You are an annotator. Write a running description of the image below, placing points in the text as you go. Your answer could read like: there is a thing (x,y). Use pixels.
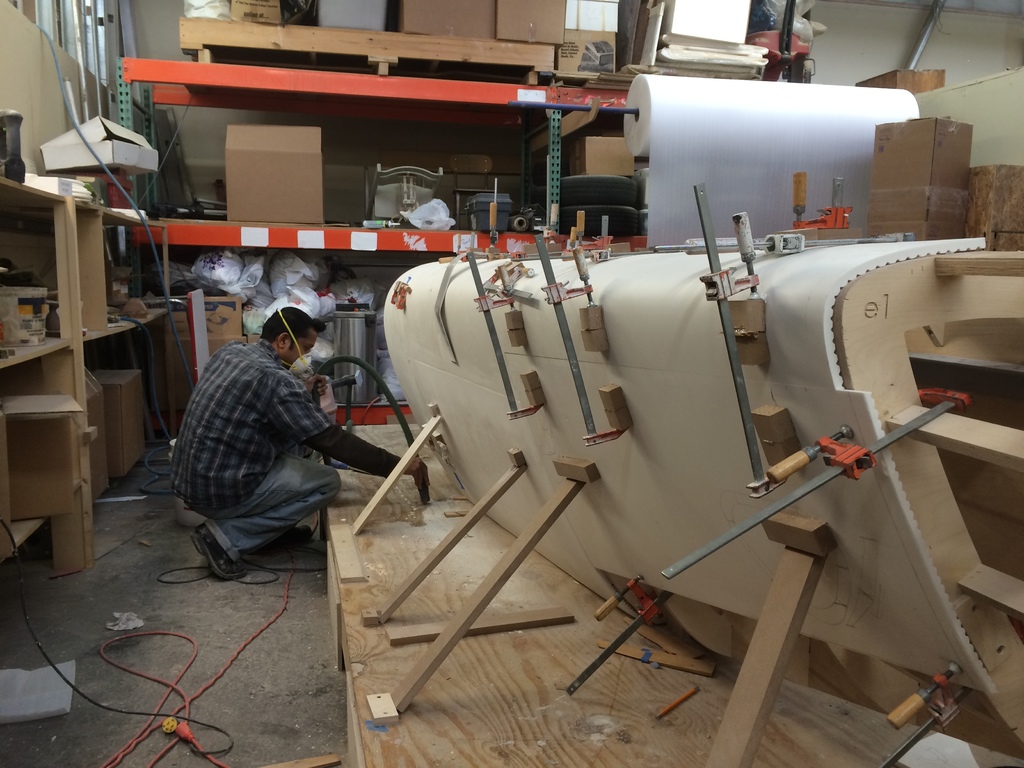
There is a man (346,442) on the left side of the image (292,426) he is doing some carpentry work and it seems like a wooden form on the right side (713,356). There are shelves (20,350) on the left side (79,348). There are cardboard boxes (185,328) and some other objects (397,283) in the image, there are wires (129,670) on the floor (78,655).
